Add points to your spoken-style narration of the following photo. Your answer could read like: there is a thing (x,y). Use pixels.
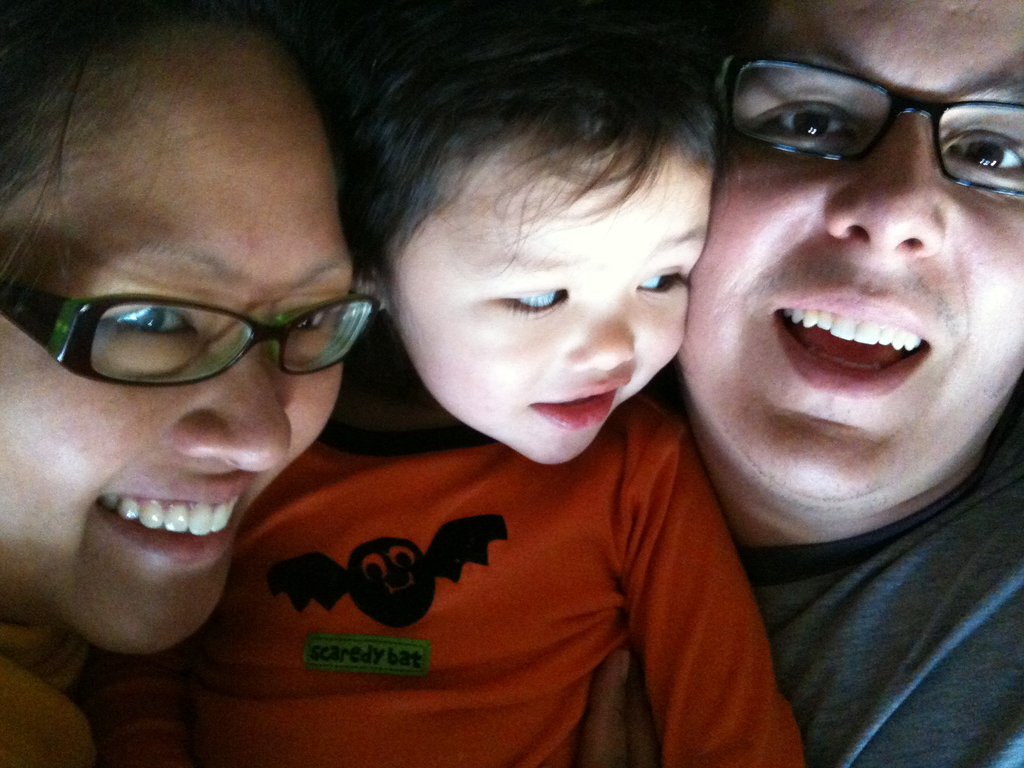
In this image there are three people (250,303). On the left side of the image (126,564) there is a woman (110,428). On the right side of the image (826,356) there is a man (826,356). In the middle of the image (528,351) there is a kid (580,299). They are with smiling faces (549,332).
